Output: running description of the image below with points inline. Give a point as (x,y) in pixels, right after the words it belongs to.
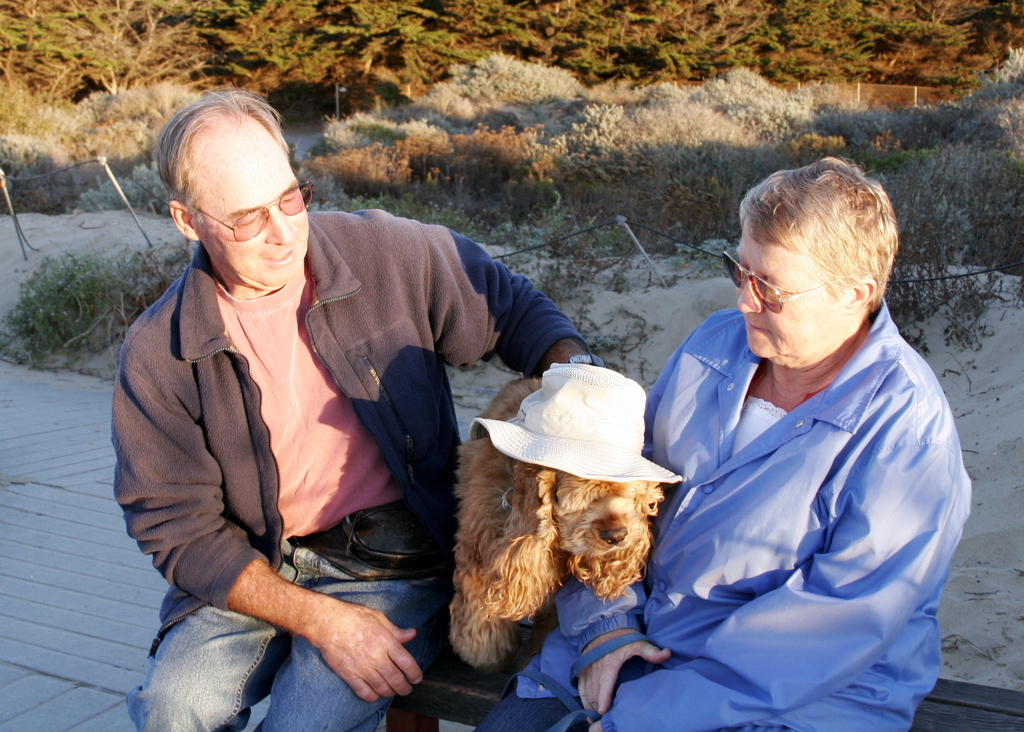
On the right most (879,527), we see women (865,439) wearing blue jacket (801,617) and blue jeans (551,705). She is catching the rope (605,654) of a dog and she is looking at that dog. To the right of her, we see a dog (518,508) which is brown in color wearing white color hat (559,433). On the left most (224,307), we see a man (299,425) wearing pink color t-shirt (299,434) with blue jacket (166,474) and blue jeans (222,651). He is also wearing goggles (243,232) and looking at the dog (495,582). He is even wearing a watch (587,362). Behind them, we see trees (503,33), shrubs (568,95) and also a sand (631,305). On the leftmost (116,187), we see two poles (116,187) which is fitted on that sand (8,244).
